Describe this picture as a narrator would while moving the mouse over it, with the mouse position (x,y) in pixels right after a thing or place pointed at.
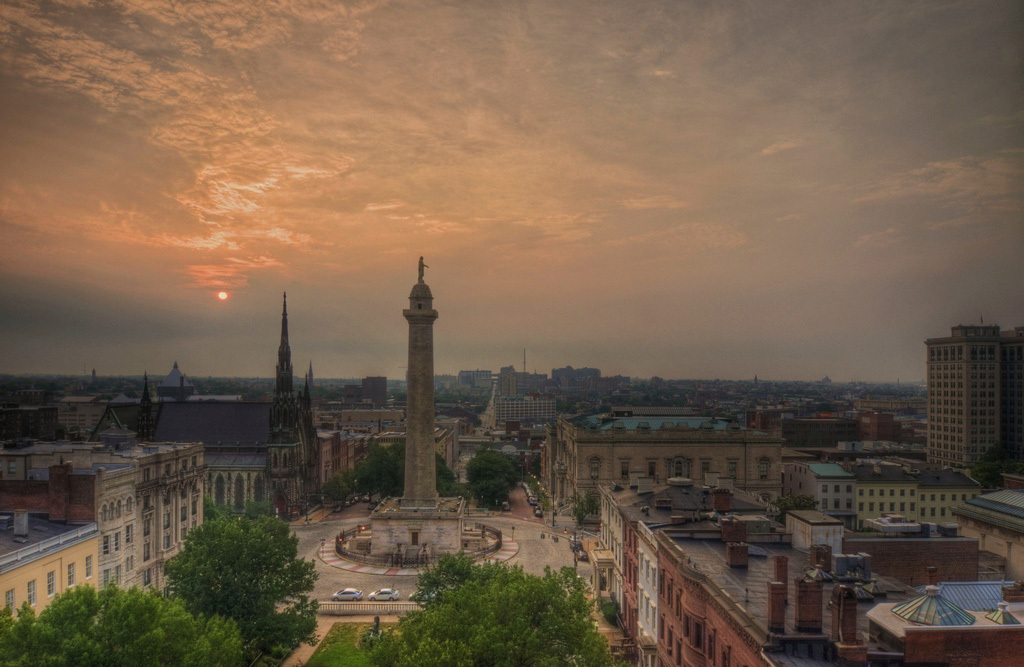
Here in this picture we can see towers (301,408), buildings (945,403) and houses (159,419) present all over there and in the front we can see cars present on the road (371,575) and we can see plants (291,584) and trees (474,616) present over there and we can see clouds (369,233) in the sky (269,175) and we can also see sun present in the sky (368,175) over there.
